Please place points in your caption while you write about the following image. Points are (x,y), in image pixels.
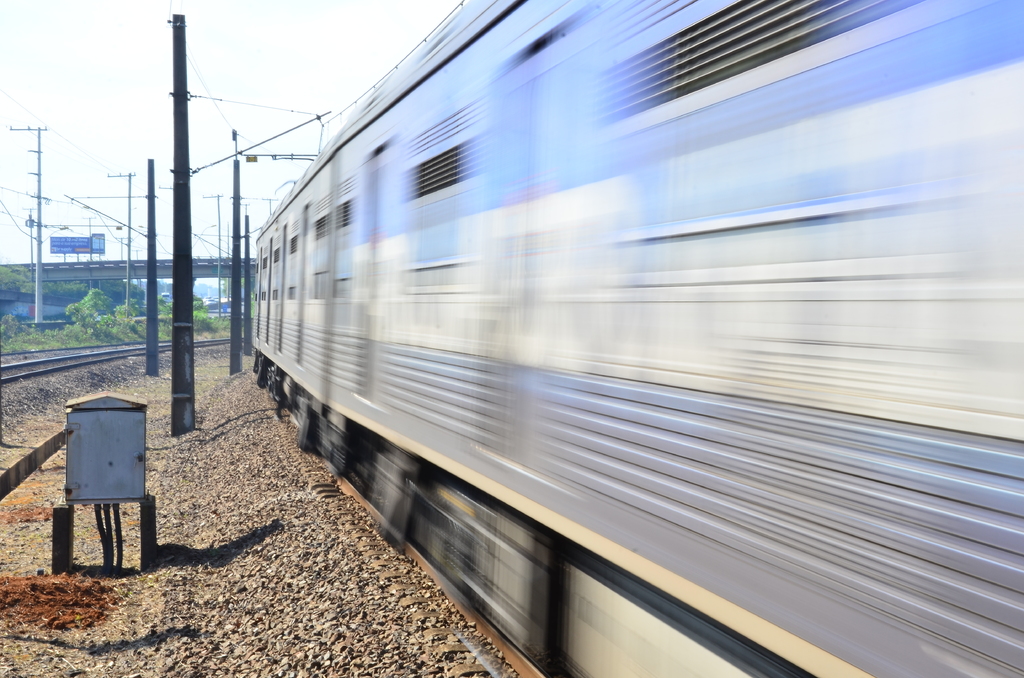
In this image, we can see a train (990,529) on the track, we can see some electric poles (177,262), there is a railway track (75,354), we can see some plants (59,288) and there is a bridge (48,277), at the top (82,51) we can see the sky (82,68).
